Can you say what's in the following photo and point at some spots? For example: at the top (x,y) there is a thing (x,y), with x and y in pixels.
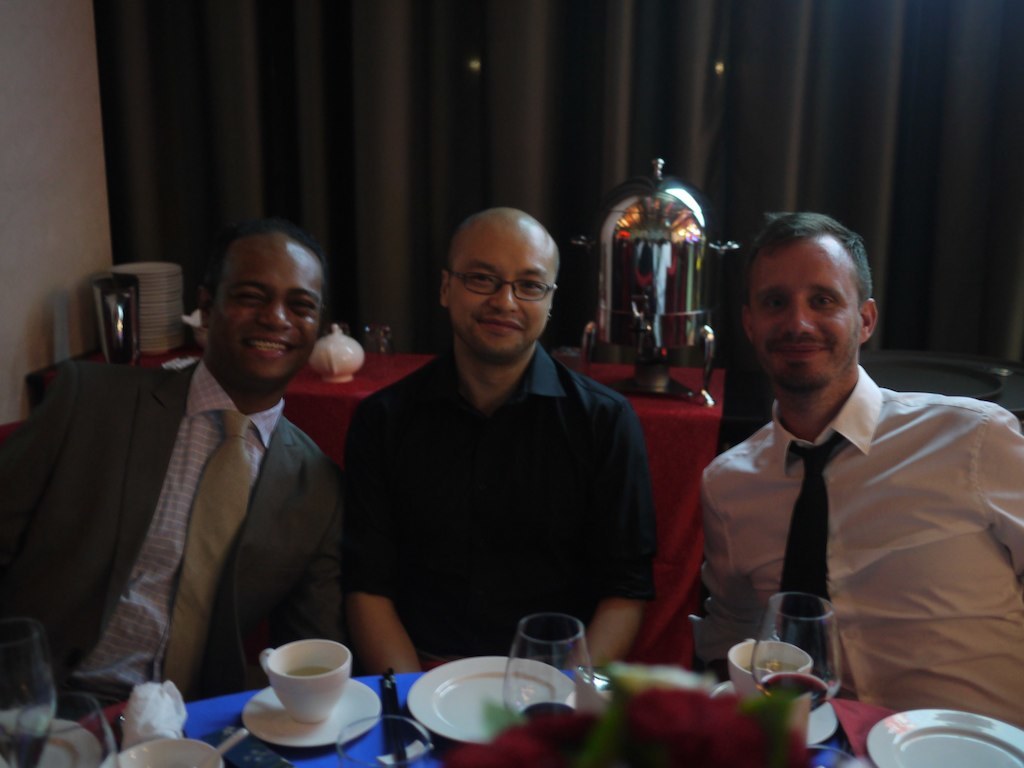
There are people (711,490) sitting and smiling, in front of these people (492,577) we can see plates (334,729), cups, glasses (0,683), flowers (485,764) and objects (147,722) on the table (425,760). In the background (95,233) we can see wall (18,121), curtains (393,212) and objects (671,207) on the table (706,418).
